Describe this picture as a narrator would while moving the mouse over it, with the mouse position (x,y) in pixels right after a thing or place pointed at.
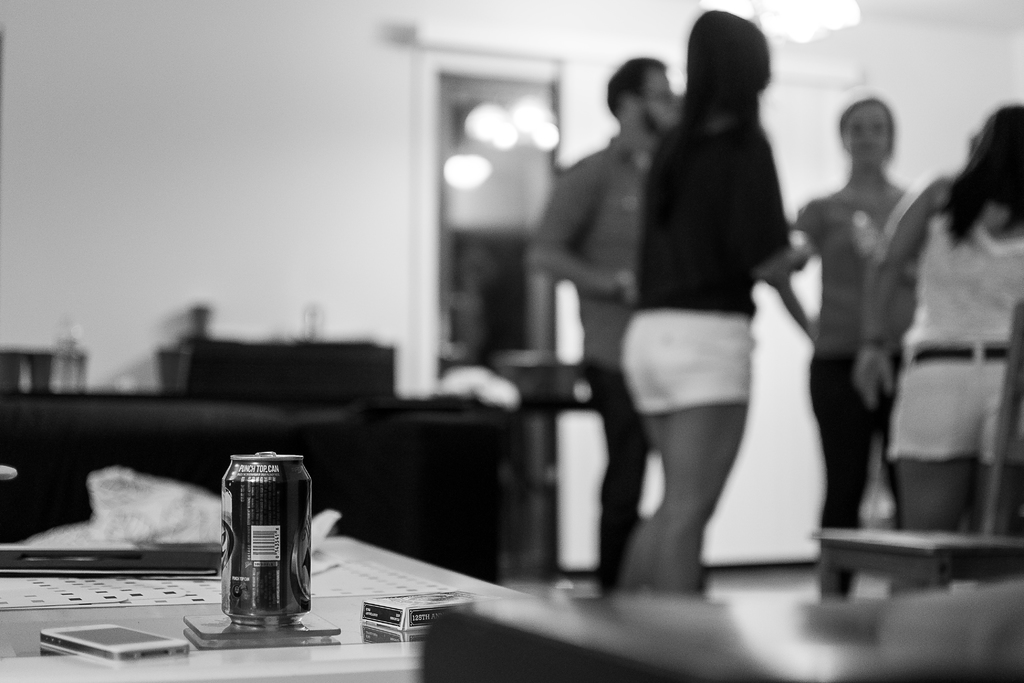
This is a blurred picture of four people (676,323) standing to the right side (748,147) and a table (338,609) on which there is a tin (246,507), phone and some things (66,557) placed on it.
